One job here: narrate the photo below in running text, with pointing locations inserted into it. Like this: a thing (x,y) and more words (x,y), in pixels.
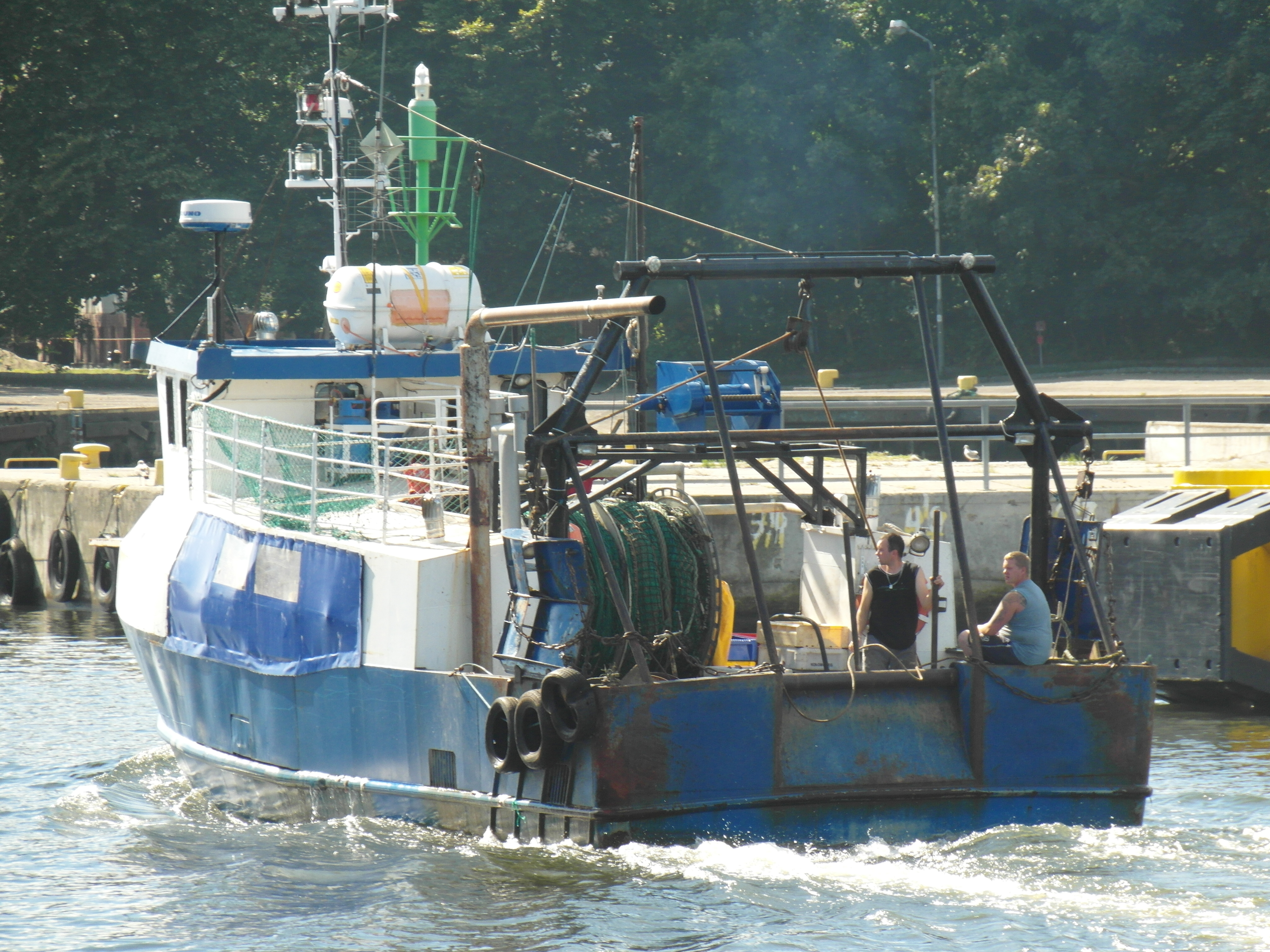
In this picture we can see a ship (398,697) on the water (1181,877) with two men (915,596), tyres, net (432,475), rods (791,491) and some objects (812,589) on it, platform (142,482), grass (72,368), street light pole (932,98) and in the background (850,103) we can see trees (1131,165).
